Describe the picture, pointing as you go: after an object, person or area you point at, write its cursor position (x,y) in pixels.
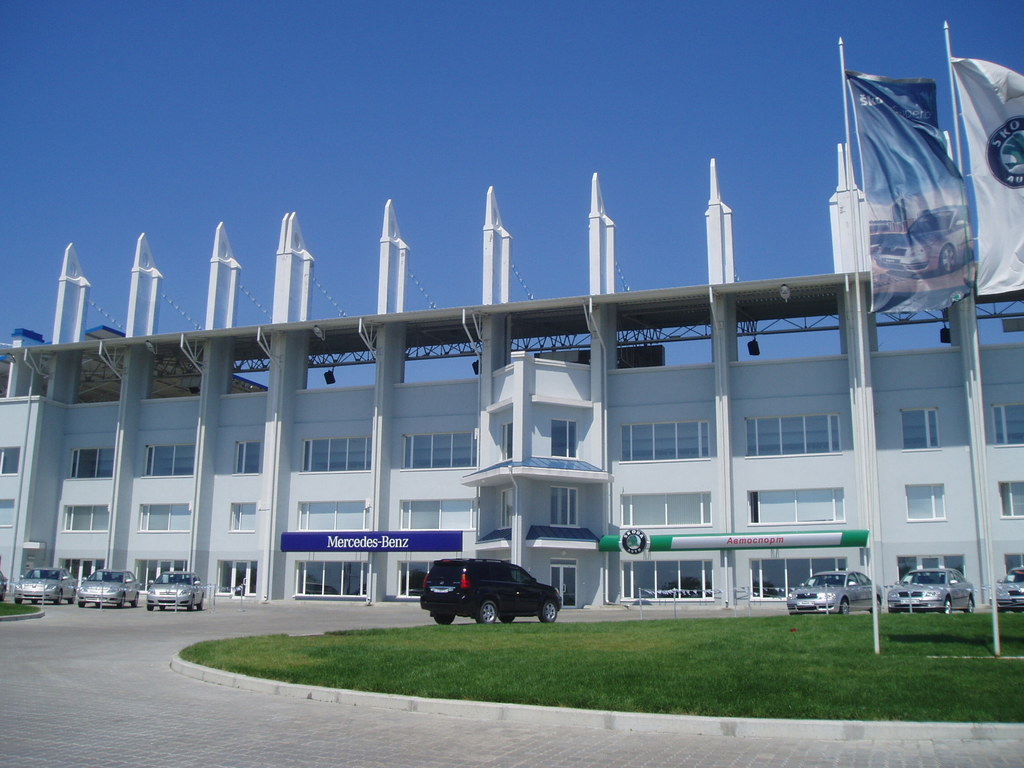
In this image there is a building (339,408). in front of it there are many cars (501,589). Here there is a grassland (752,649). There are flags (929,117). The sky (235,152) is clear.
